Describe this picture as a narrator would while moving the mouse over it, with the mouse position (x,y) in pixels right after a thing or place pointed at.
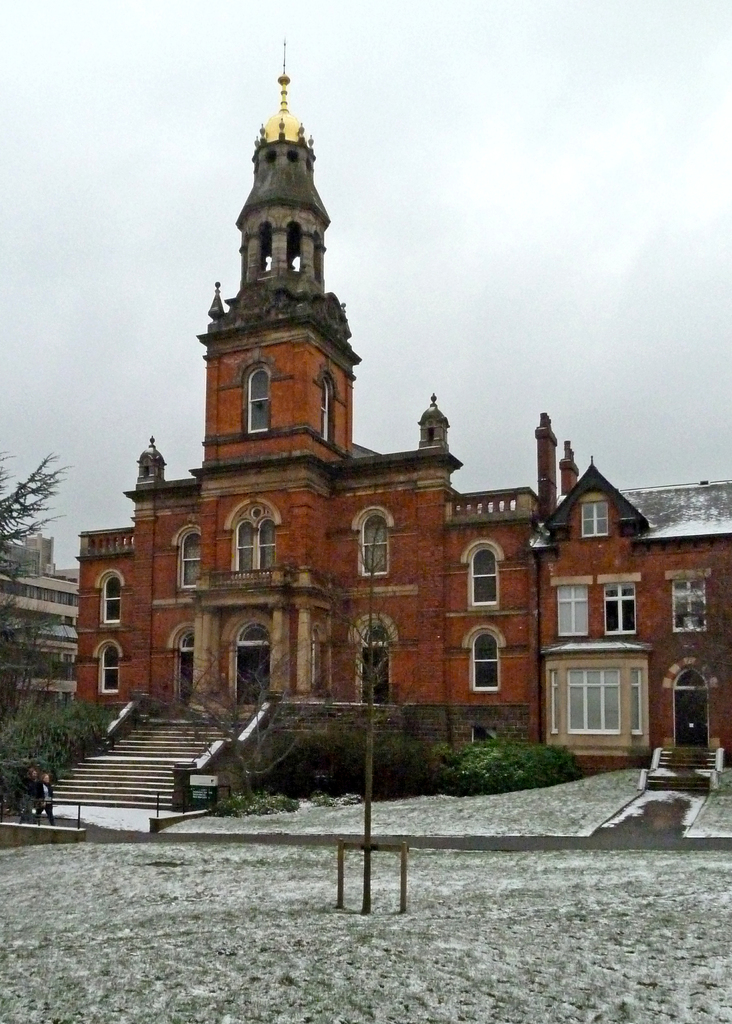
In this picture we can see few buildings (234,652), trees (47,701) and shrubs (72,762), on the left side of the image (41,809) we can see two persons (38,817).
